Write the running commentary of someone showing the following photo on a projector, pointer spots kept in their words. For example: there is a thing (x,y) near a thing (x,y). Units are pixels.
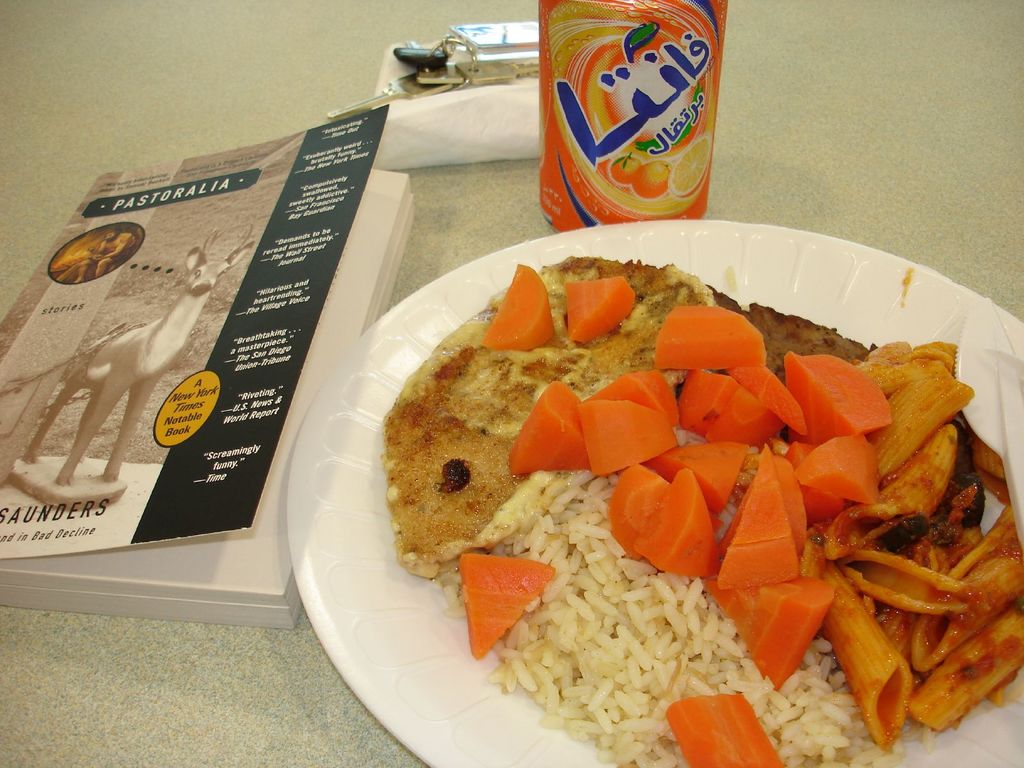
In this image, we can see some food (445,482) on the white plate (635,251). Here there is a tin (597,112), keys (495,79), book (319,306) and few objects (498,94). All these things (537,415) are placed on the surface (263,711).
